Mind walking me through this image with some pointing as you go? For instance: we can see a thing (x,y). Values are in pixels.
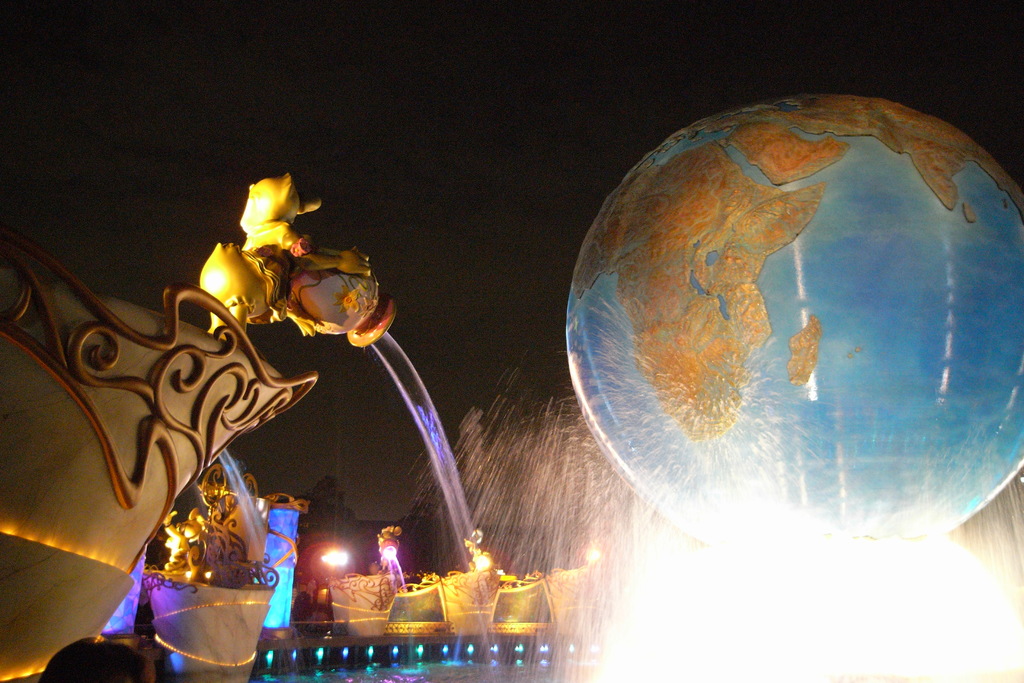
In this image there is a waterfall (628,566), behind the waterfall (768,569) there is globe (967,264).
